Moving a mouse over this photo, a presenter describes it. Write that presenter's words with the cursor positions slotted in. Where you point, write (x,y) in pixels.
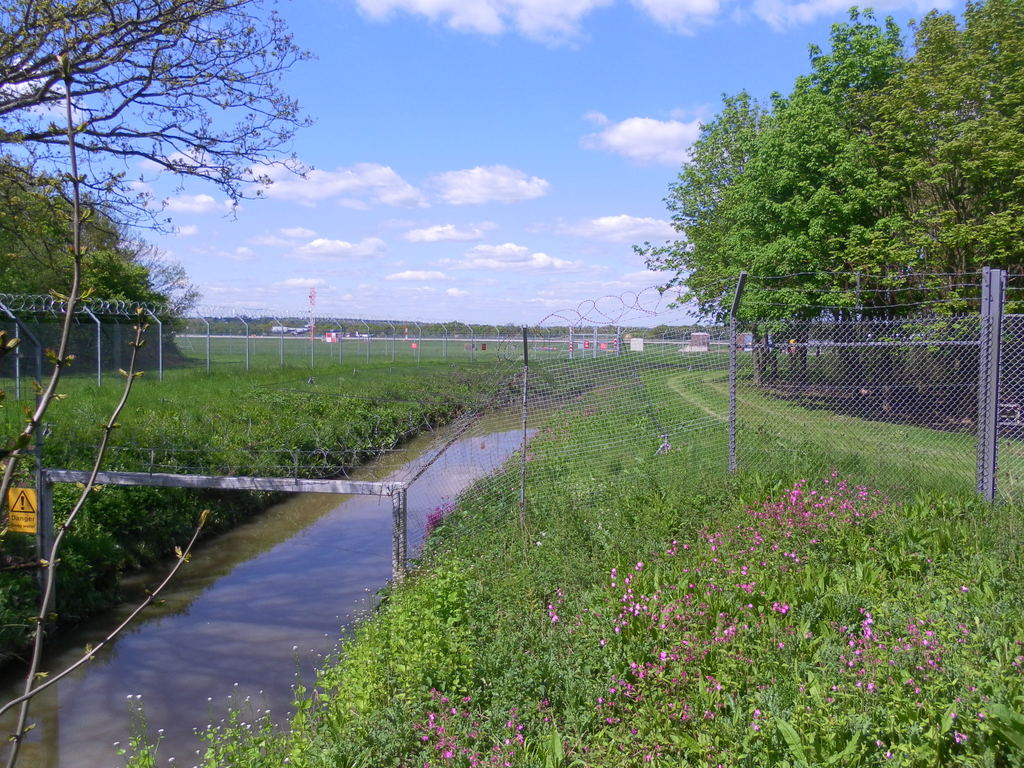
On the left side of the image (249,582) there is a canal (287,565). At the bottom (318,668) there is grass (412,619). In the center (659,409) we can see a fence (974,376). In the background (864,255) there are trees (90,260) and sky (321,184).
